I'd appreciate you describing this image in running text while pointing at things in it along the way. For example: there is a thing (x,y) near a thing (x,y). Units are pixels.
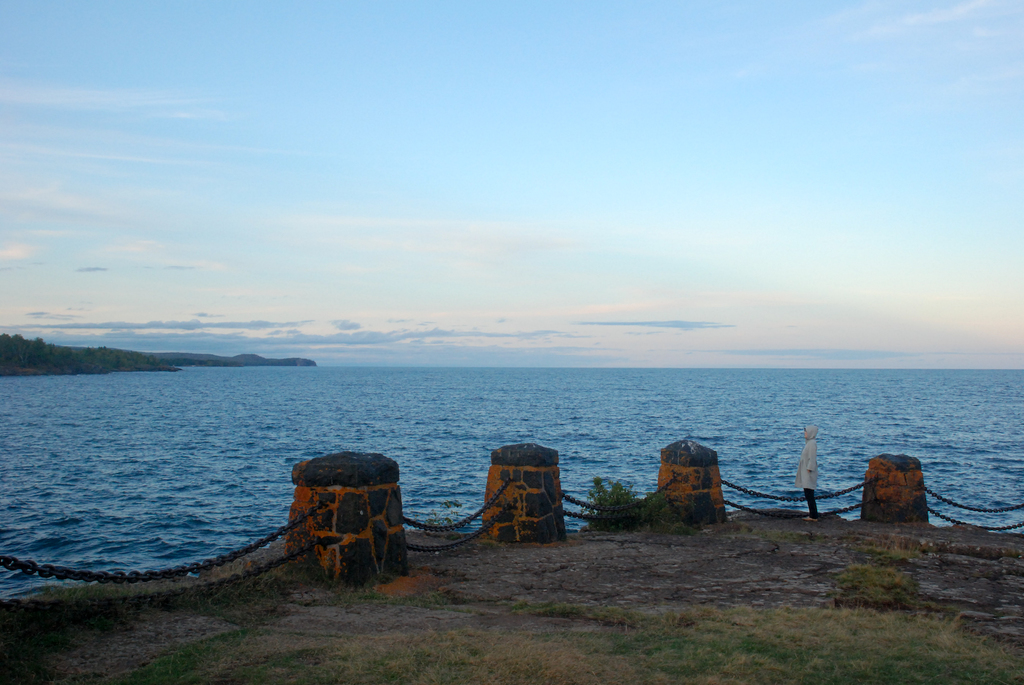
In the image we can see a person (812,497) standing and wearing clothes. Here we can see sea (541,399), grass (344,651), hills (91,360) and cloudy pale blue sky (381,262). There are stones pillar (343,515) and metal chains (130,572).
